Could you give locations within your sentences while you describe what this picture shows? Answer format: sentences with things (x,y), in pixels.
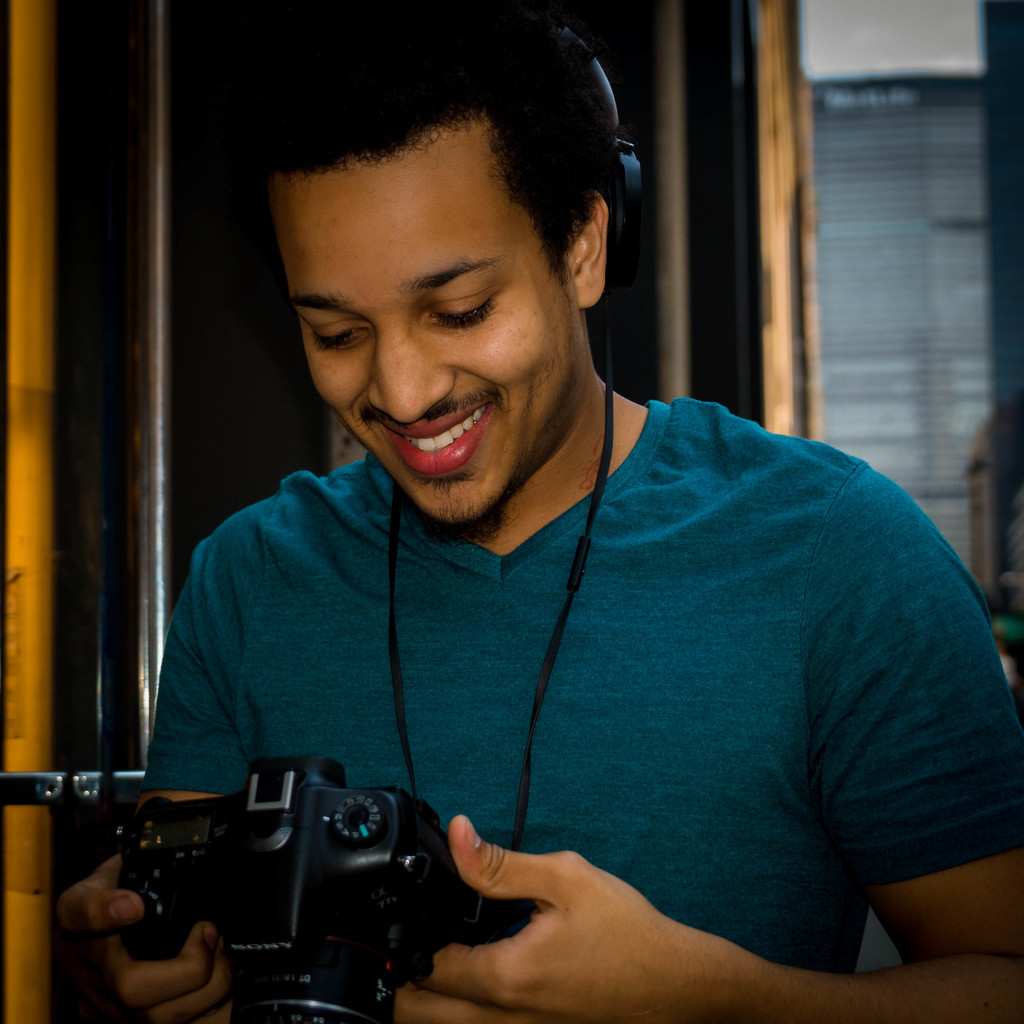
This image is taken outdoors. In the background (254,282) there is a wall (719,240). There is a building (883,242) and there is a door (71,792). In the middle of the image (413,564) a man (413,564) is standing and he is holding a camera (412,921) in his hands (541,919). He is with a smiling face (445,390).
